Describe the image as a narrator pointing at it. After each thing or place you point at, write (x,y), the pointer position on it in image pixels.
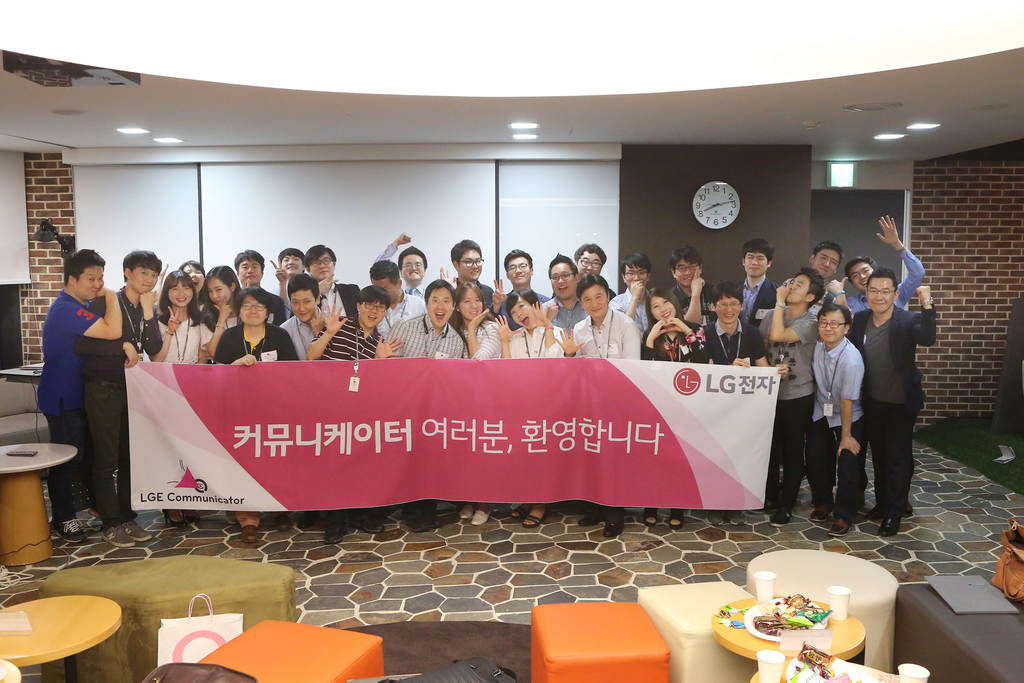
There are many persons (550,320) standing and smiling, holding a banner (509,434). In the front (198,580) there are tables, small chairs (589,614). On the table (733,633) there is a plate (753,611), cups (762,600) and some food item (764,621). There is a bag (192,632) near the table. In the background (214,198) there is a white wall (384,214). On a brown wall (659,229) there is a clock (716,213). Also there are brick wall (1001,249). On the ceiling (154,133) there are lights (139,132).
